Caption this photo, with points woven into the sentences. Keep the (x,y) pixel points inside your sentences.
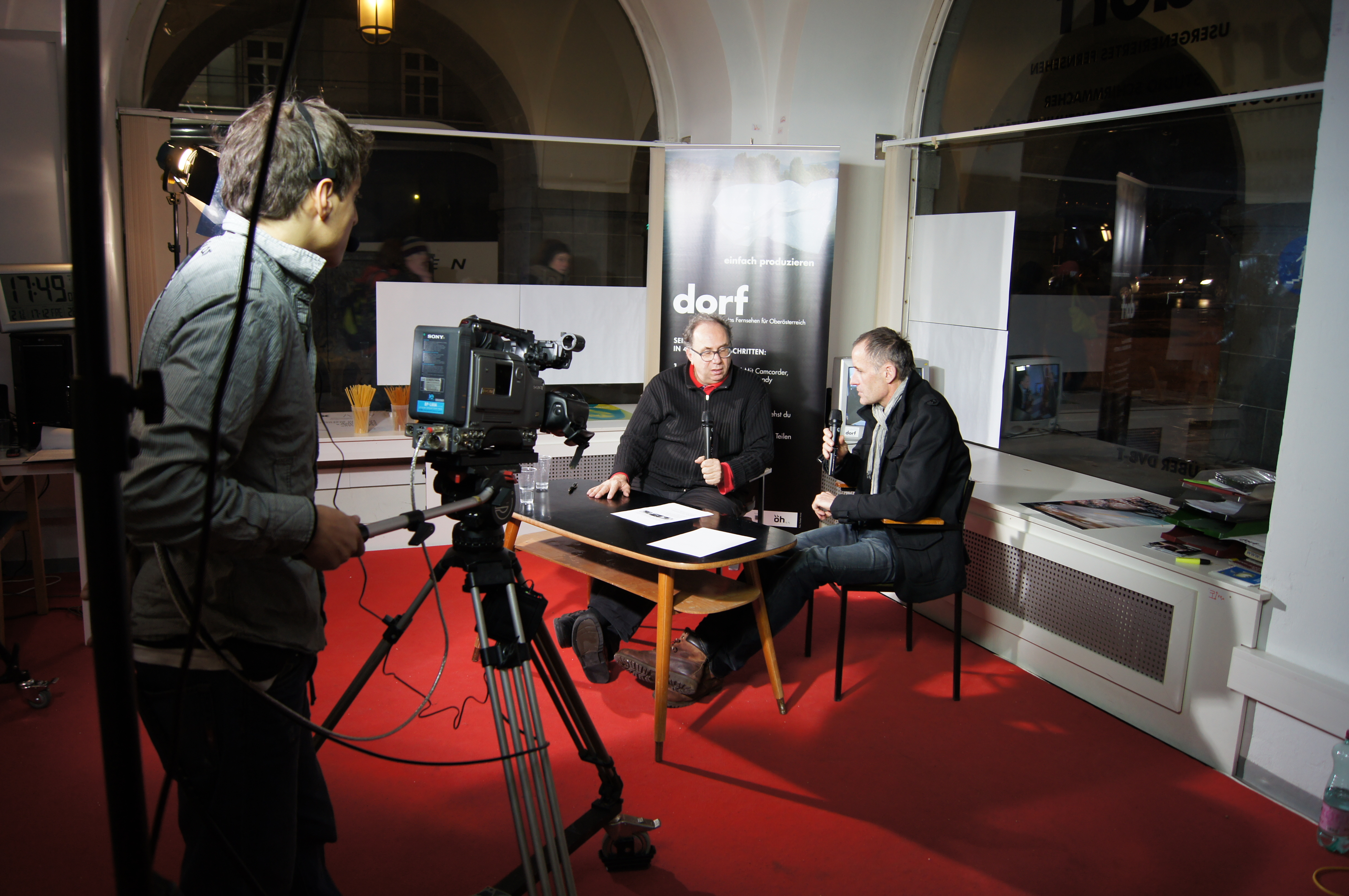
There are two persons (741,440) sitting on chair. There is a table (638,551) in front of them. On the table (699,526) there are papers (711,537). Two persons (765,451) are holding mics (703,422). And there is a person (261,496) wearing shirt (225,457). He is holding video camera (451,357). There is a banner (714,262) in the background (719,245). And a light (381,26) is there. On the floor (853,776) there is a red carpet (846,728). Behind there is a building (497,168).
